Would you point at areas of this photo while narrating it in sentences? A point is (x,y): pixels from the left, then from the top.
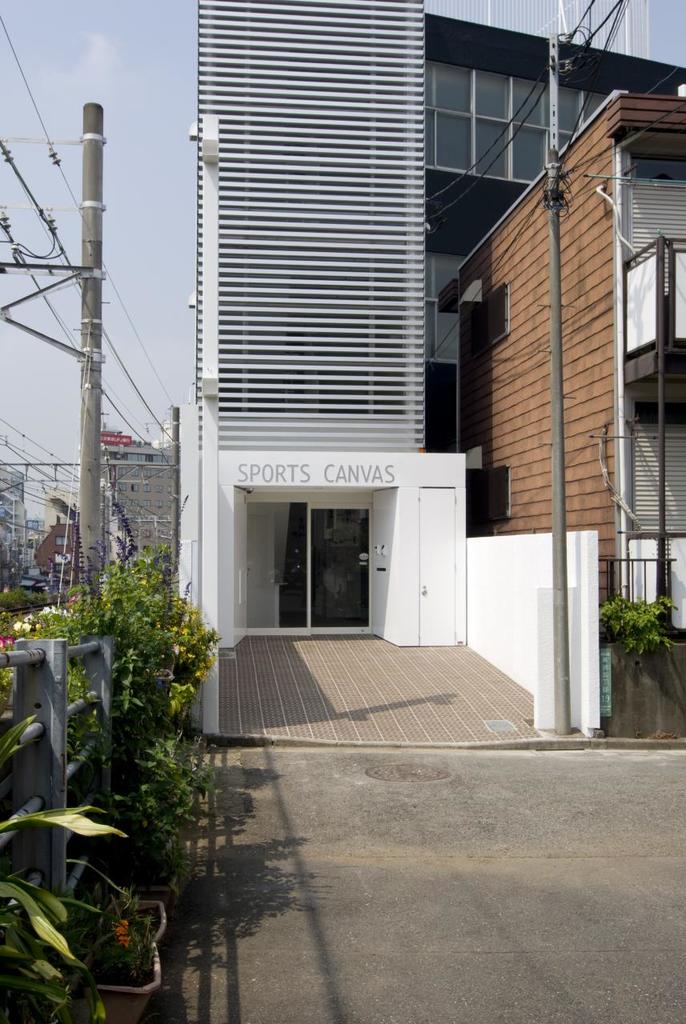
This is the picture of a place where we have two buildings (343,553) to which there are some windows (498,148), and to the building (340,589) there are some things written on it and around there are some trees (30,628), plants (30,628), poles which has some wires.
